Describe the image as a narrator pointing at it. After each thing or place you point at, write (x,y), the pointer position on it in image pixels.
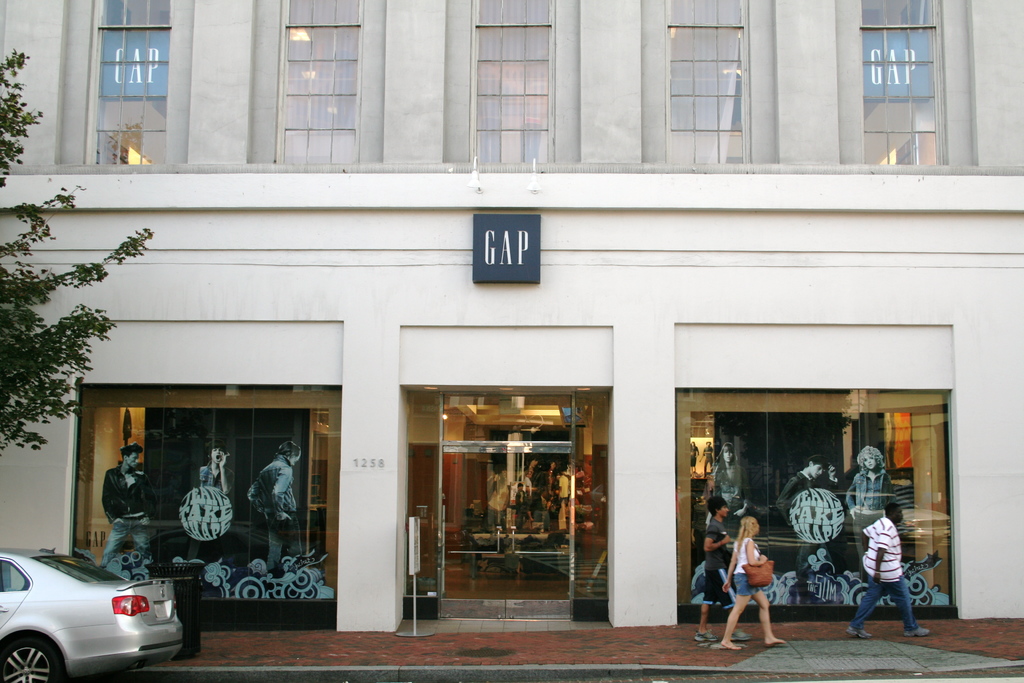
In this image we can see three persons (752,545) walking on the footpath (899,624), one of them is holding a bag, there is a building (205,486), and few windows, we can also see glass walls (430,562), behind them there are some posters (253,495) of persons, there is a glass door (444,539), a car (48,615), and a tree (71,335).
